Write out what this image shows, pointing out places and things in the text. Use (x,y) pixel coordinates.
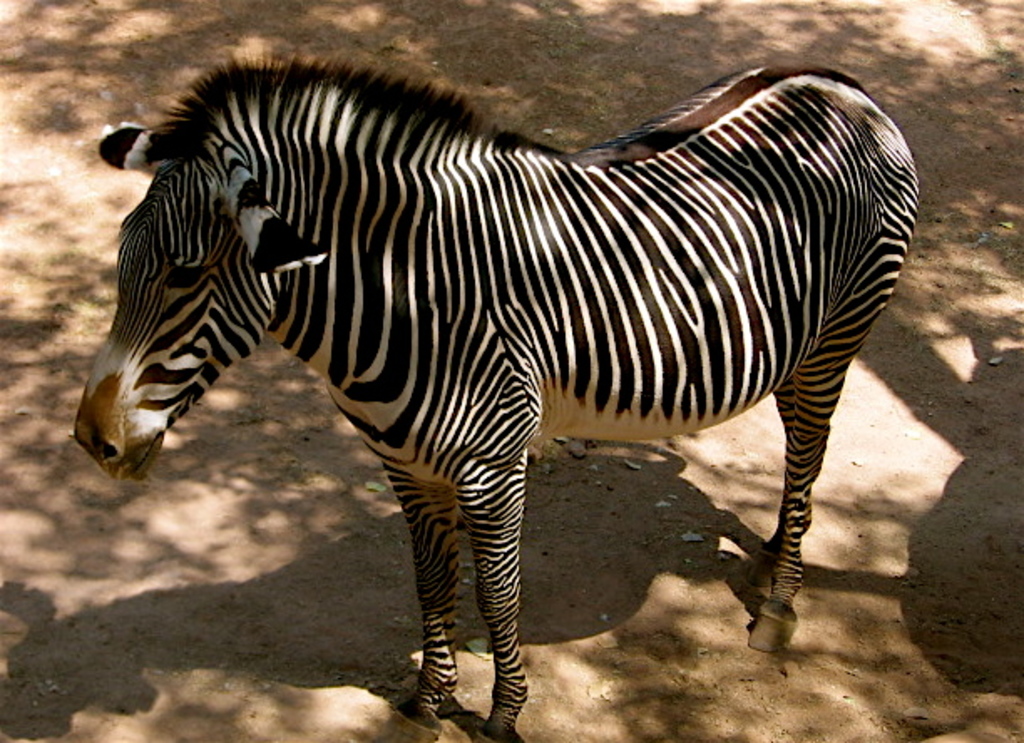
In this image I can see a zebra (252,75) standing in the center of the image (343,292) on the ground (298,517).
